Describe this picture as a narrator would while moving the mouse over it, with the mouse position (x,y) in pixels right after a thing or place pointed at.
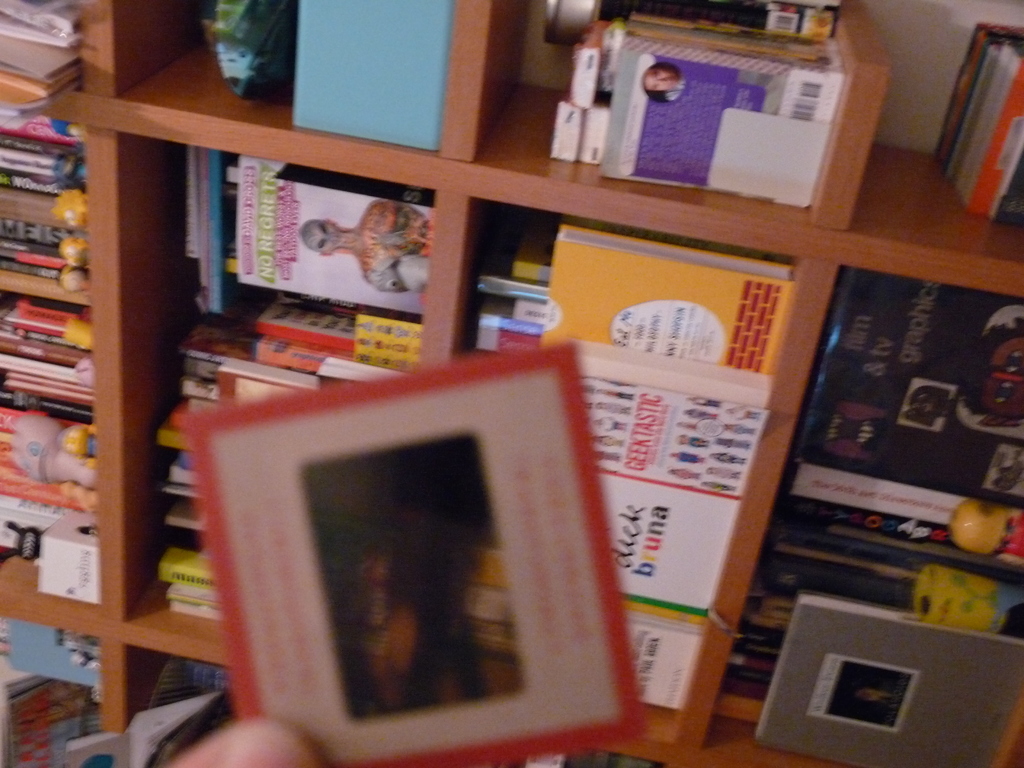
In the foreground of the image (319,731), we can see a human hand (254,737) is holding square shape paper like object (404,606). In the background (199,593), we can see so many books (674,396) are arranged on shelves (914,173).
